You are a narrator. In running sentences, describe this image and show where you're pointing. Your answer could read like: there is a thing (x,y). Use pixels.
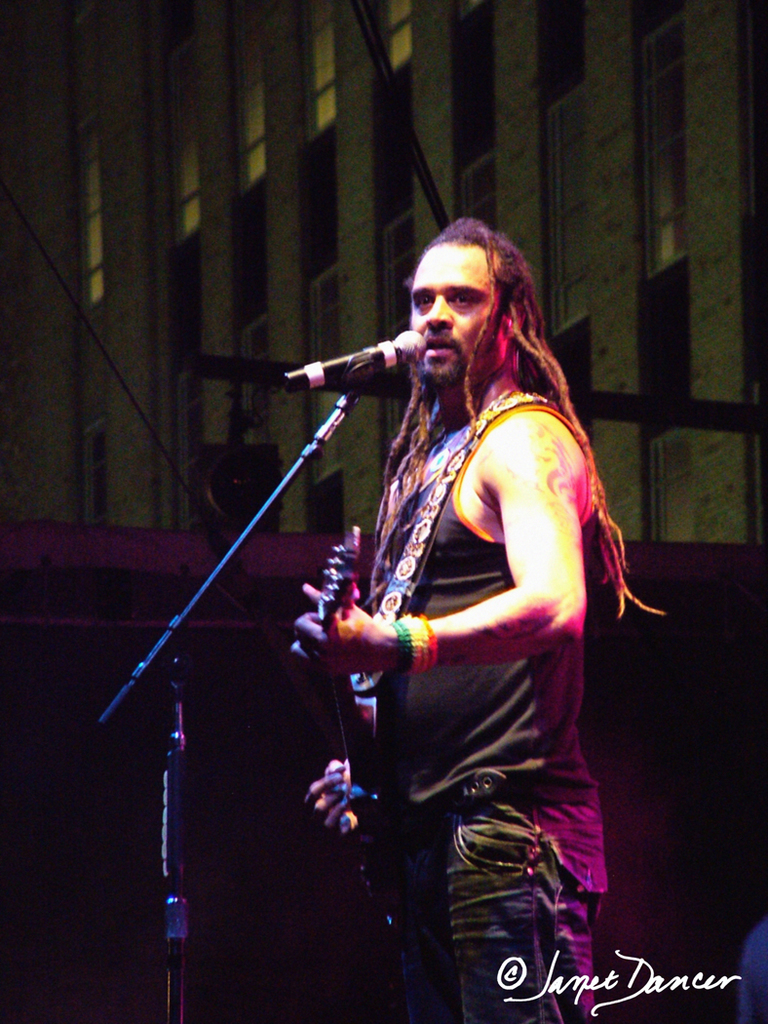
In the foreground (480,740) I can see a person (509,639) is playing a guitar (384,898) is standing in front of a mike (294,382) on the stage (370,943) and text (659,987). In the background (351,255) I can see buildings (345,273), windows (386,246), lights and wires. This image is taken may be during night.
